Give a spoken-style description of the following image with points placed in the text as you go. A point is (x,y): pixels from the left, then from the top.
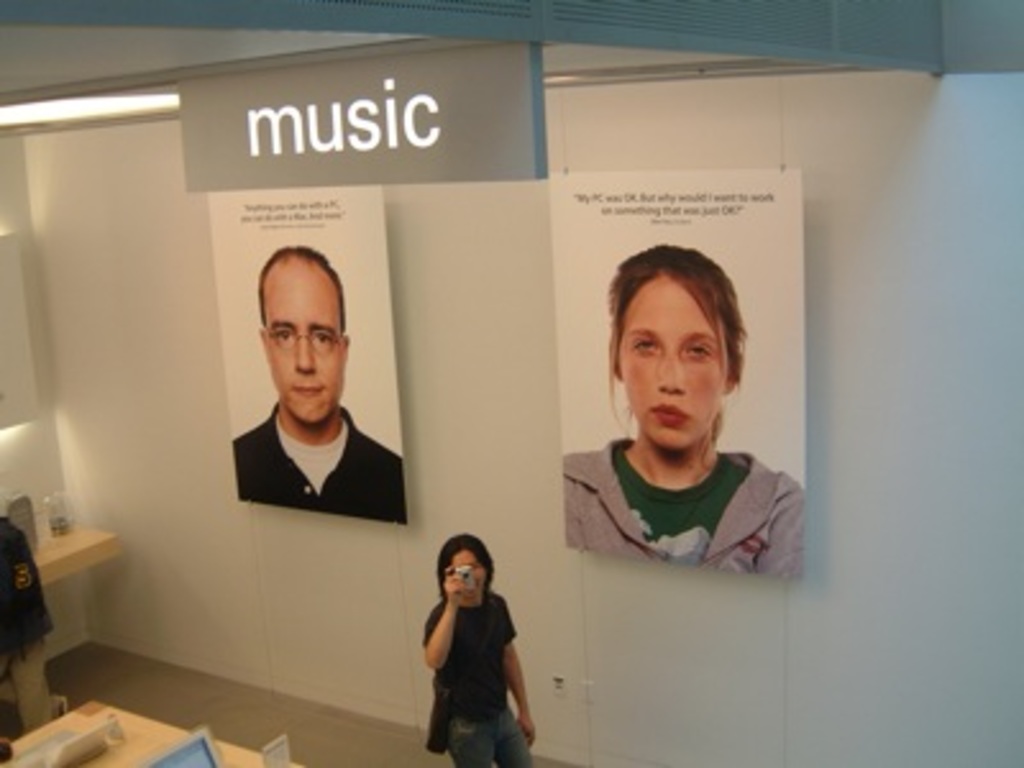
In this image I can see a person (487,765) is standing in the front (460,736) and I can see this person (483,587) is holding a camera (471,568). I can also see this person (460,610) is wearing black color t shirt (491,603) and jeans (470,756). In the background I can see two posters (338,245) of two persons (285,465) and I can also see something is written on the top side of this image (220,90). On the bottom left side of this image (223,755) I can see two tables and on it I can see few stuffs (60,508). I can also see a light (10,114) on the top left side of this image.
